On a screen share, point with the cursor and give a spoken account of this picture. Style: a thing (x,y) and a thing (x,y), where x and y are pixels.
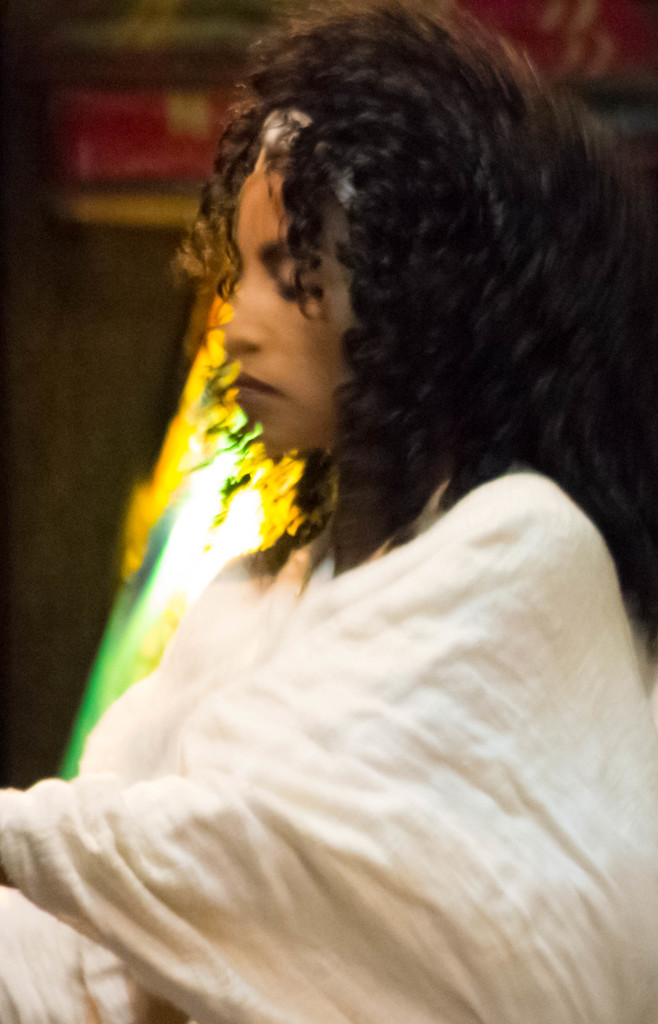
In this image we can see a woman (257,629). In the back (145,590) there is light (183,517) and it is looking blur.
